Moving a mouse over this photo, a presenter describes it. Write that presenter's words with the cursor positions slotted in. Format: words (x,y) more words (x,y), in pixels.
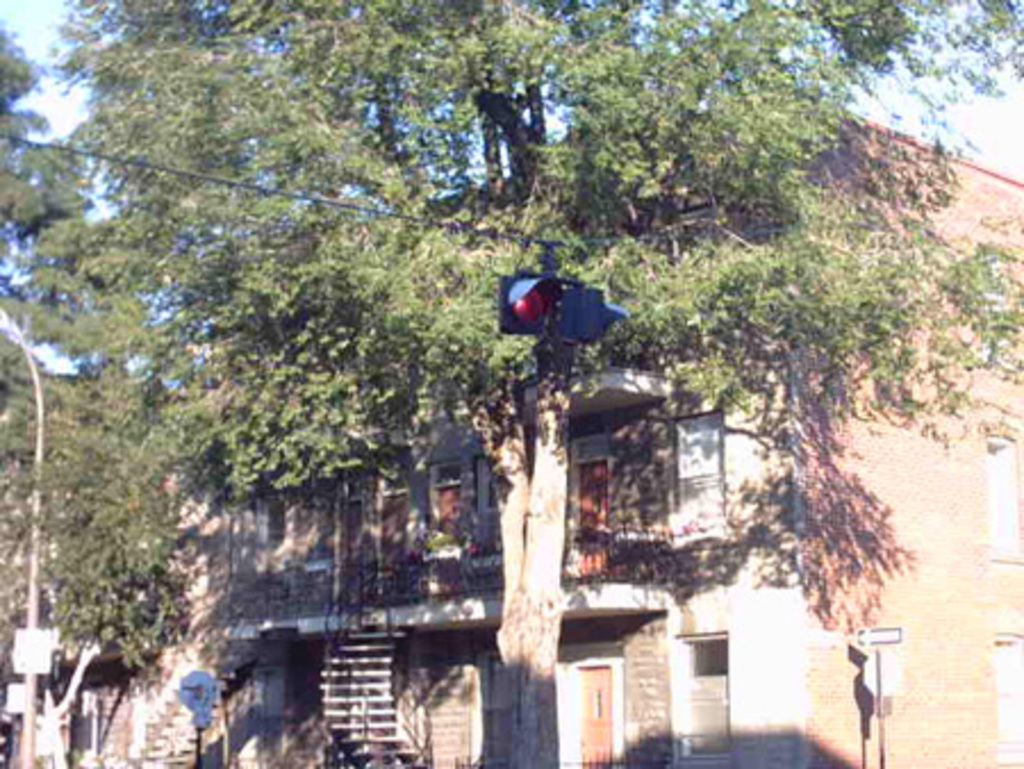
In this picture we can see a traffic signal (576,298) to a cable (550,243) and behind the traffic signal (537,296) there are trees (195,337), building (372,551), poles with signboard (11,701). Behind the building (86,701) there is a sky (977,102).
